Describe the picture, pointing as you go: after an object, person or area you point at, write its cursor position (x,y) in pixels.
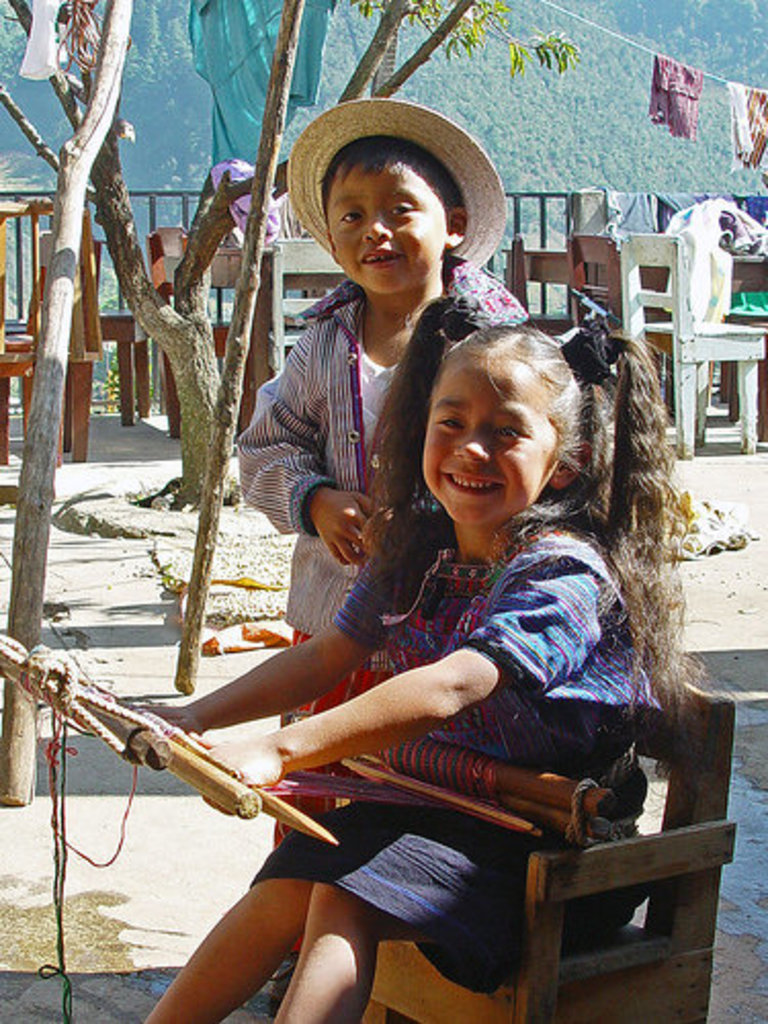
In this image I can see two kids (381,413). In the background (526,215), I can see the rail (152,211). I can see the clothes (663,103) hanging on the wire (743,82) and the trees (581,150).
